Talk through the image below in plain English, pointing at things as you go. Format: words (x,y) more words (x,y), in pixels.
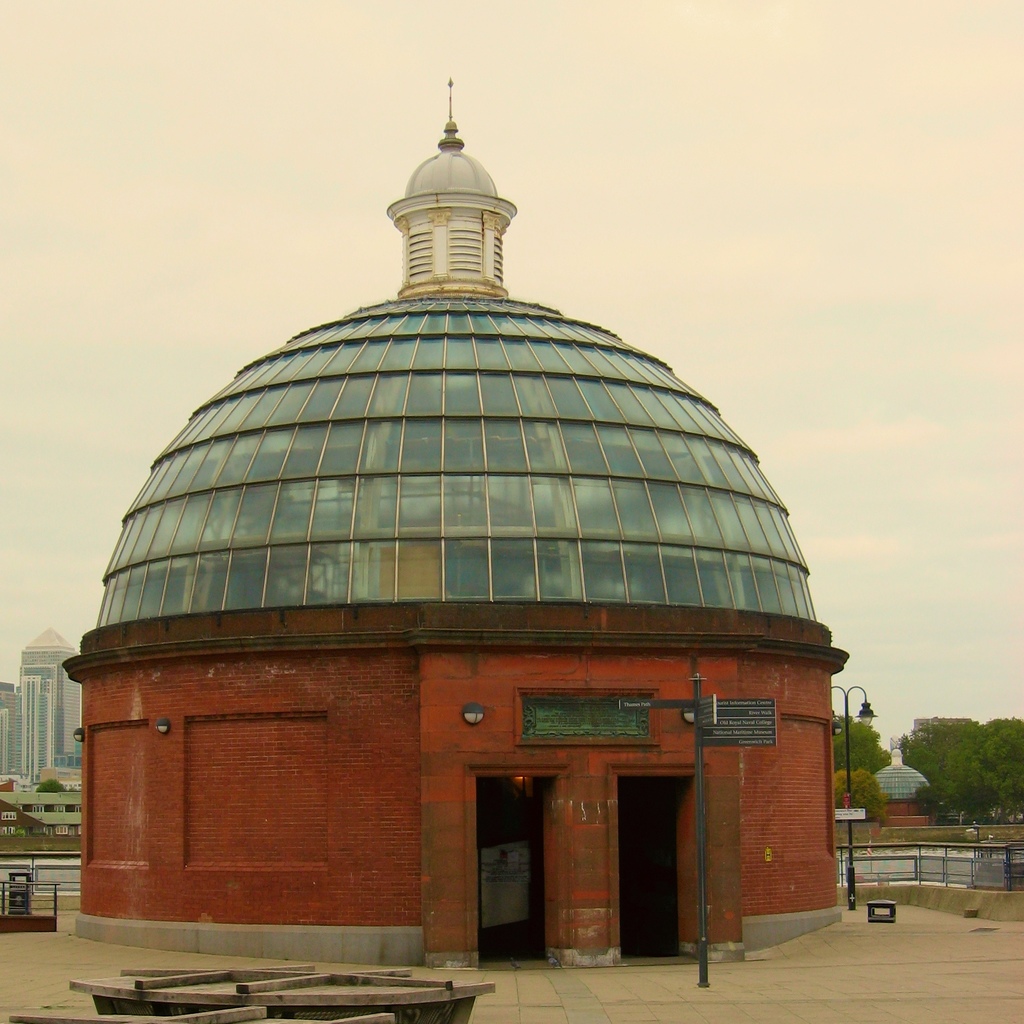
In the center of the image (485,350) there is a brick structure (529,933) with glass (498,441). In the background of the image (1005,802) there are trees (851,763), buildings (65,726) and sky (65,398). At the bottom of the image (815,990) there is floor (756,990).
